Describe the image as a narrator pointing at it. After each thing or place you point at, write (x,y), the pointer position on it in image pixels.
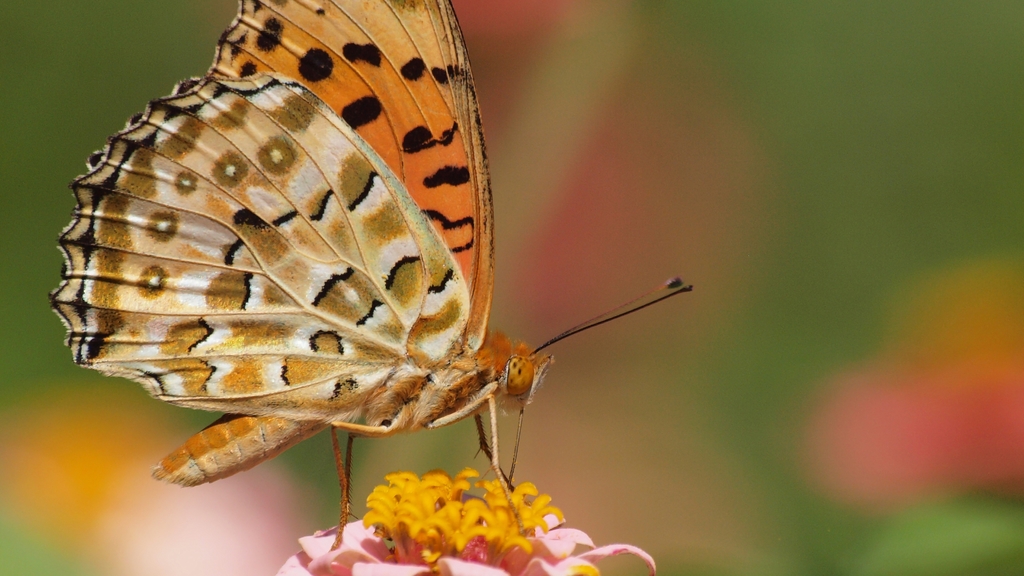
In this image, we can see a butterfly (425,373) on the flower (418,518) and the background (892,449) is blurry.
